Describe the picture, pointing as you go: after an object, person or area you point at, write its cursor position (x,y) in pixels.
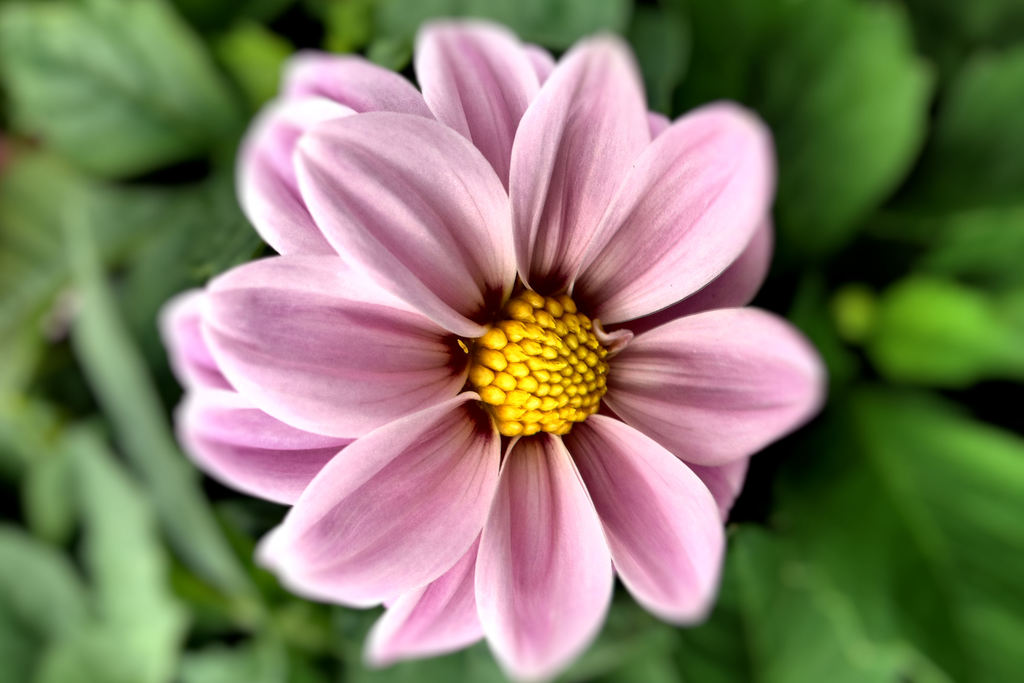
In the center of the image (637,270) we can see plants (89,527) and one flower (686,308), which is in pink and yellow color.
